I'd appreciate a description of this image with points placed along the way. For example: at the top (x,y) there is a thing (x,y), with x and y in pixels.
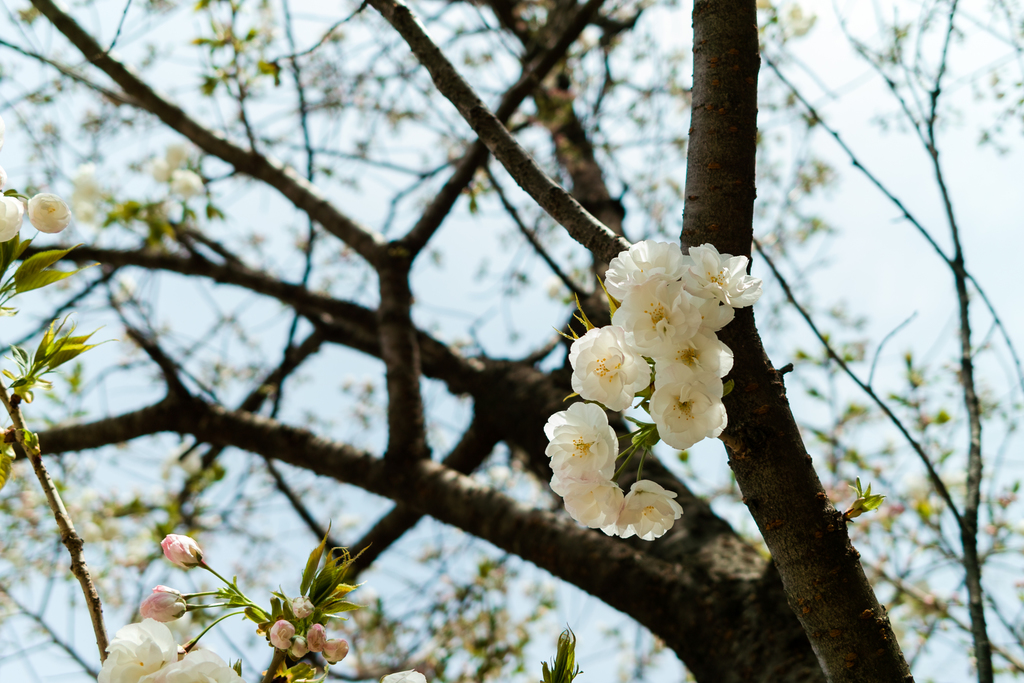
In this picture we can see a tree (608,553), we can see branches (208,143), leaves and flowers (686,324) of the tree (581,296), there is the sky (864,209) in the background (880,160).
